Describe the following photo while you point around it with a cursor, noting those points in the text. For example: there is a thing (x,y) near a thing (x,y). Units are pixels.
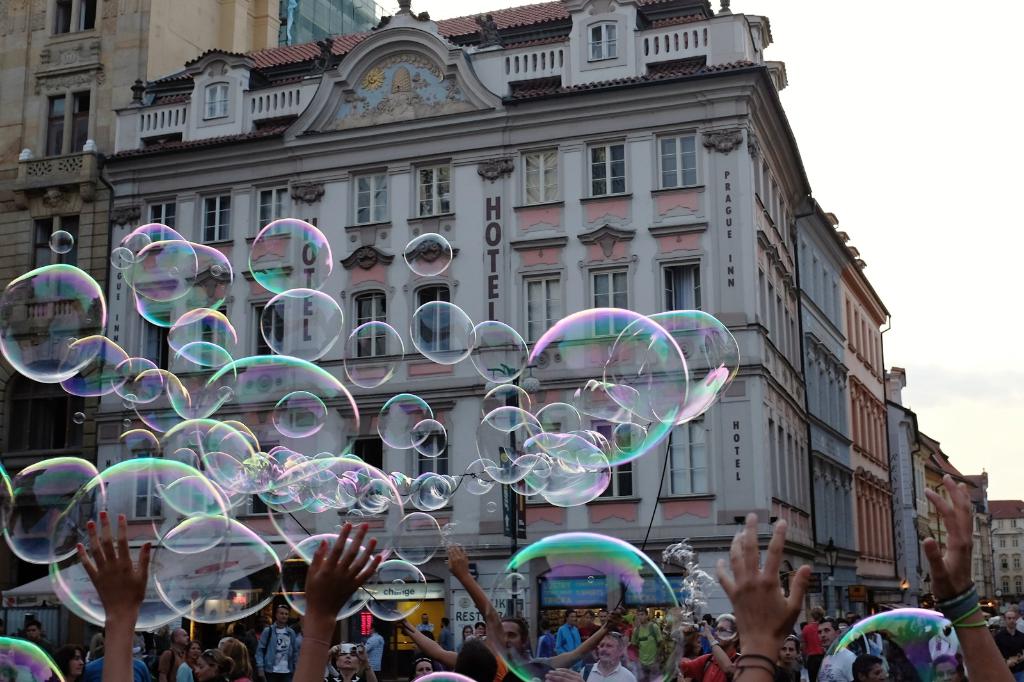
In this image, I can see the buildings (214,158) with the windows (85,104). There are groups of people (710,632) standing. These are the soap bubbles (313,422) flying. This is the sky (892,131).
